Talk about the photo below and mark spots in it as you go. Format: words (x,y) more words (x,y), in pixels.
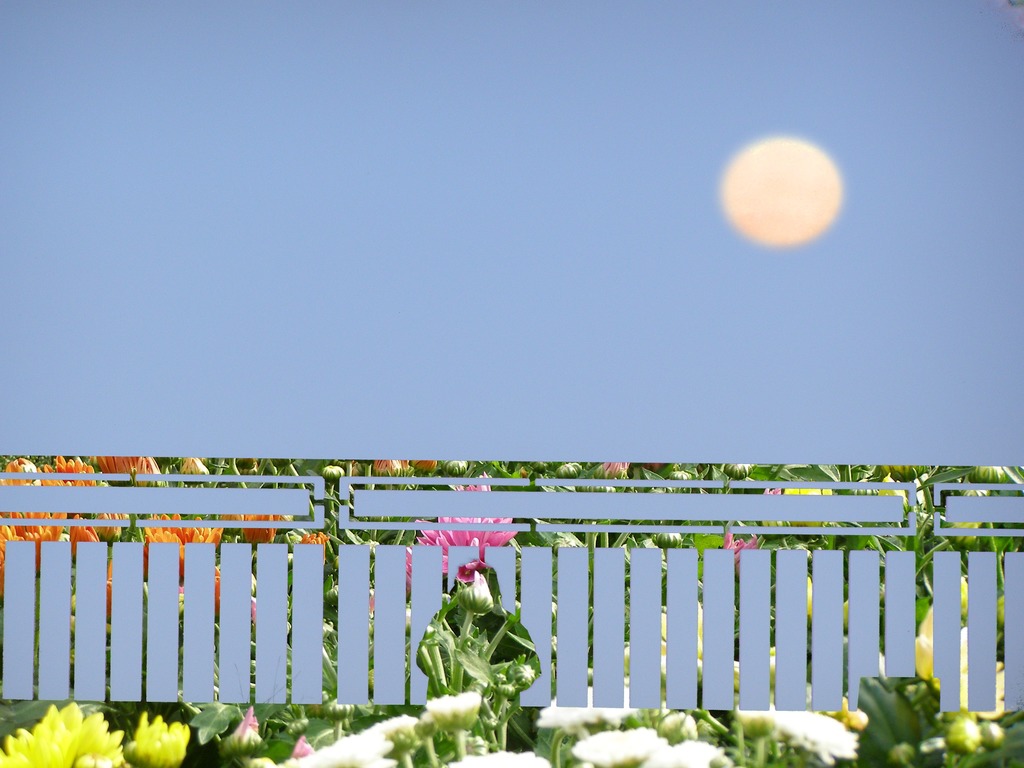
This is an edited image. At the bottom of the picture (624,743), we see plants (549,721) which have flowers (84,723). These flowers (104,726) are in white and yellow color. Beside that, we see a railing (392,613) in blue color. In the background (525,382), we see the sky (561,230) and the moon (786,187).
